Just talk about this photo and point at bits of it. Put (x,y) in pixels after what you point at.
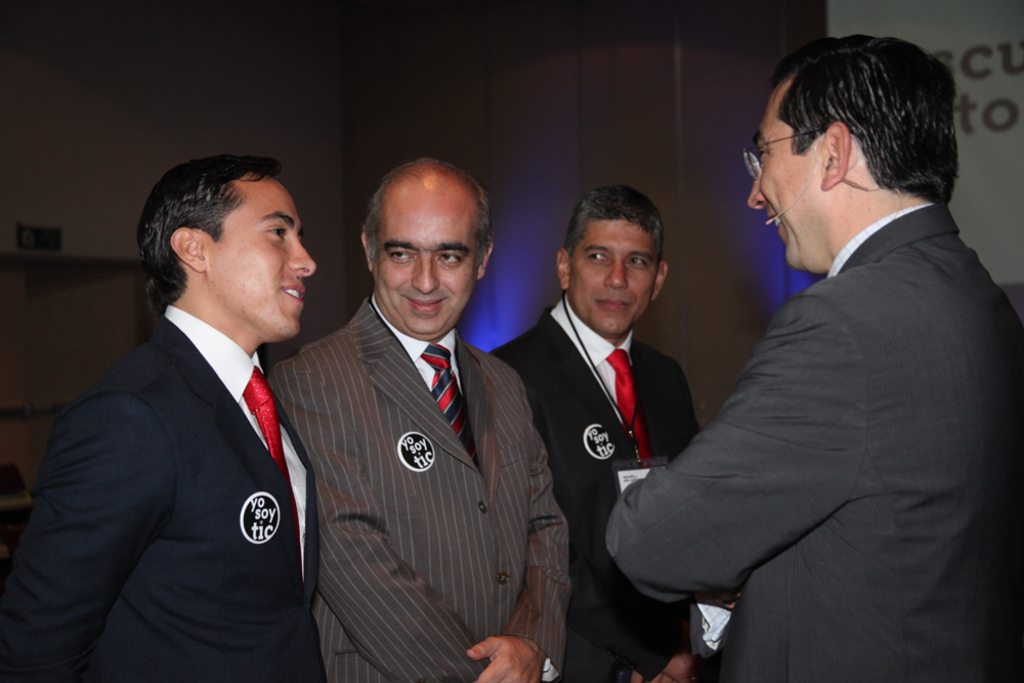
In this image I can see four men (584,208) are standing and I can see all of them are wearing suit (325,539), tie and shirt (624,349). I can also see smile on few faces (279,302). In the background (970,52) I can see something is written over here.
